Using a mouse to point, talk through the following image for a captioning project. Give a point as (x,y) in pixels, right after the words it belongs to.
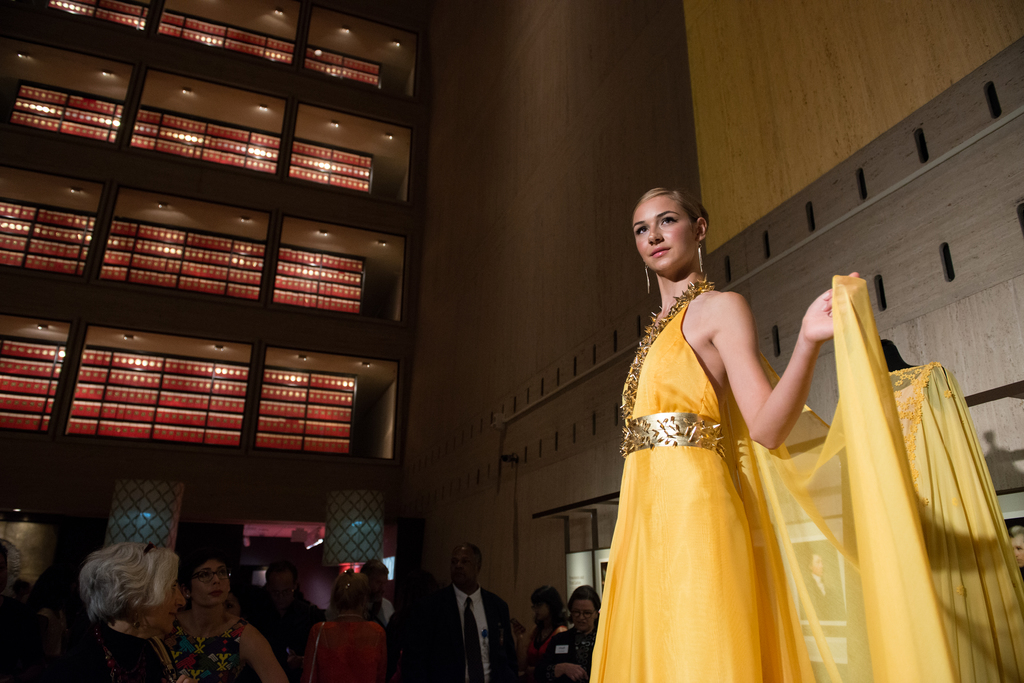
In this picture we can see a woman (630,620) standing and smiling and in front of her we can see a group of people (376,571) and in the background (415,482) we can see wall (77,164), lights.
